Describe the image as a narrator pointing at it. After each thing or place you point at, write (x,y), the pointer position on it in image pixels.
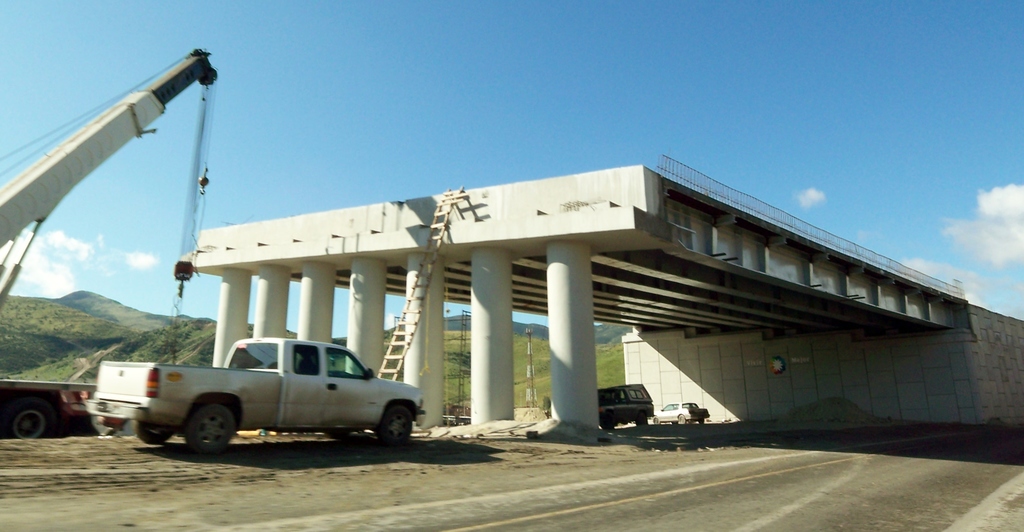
This picture is clicked outside. On the left corner (108,143) there is an object (181,72). In the center (344,348) we can see the vehicles (665,408) seems to be parked on the ground (515,444) and there is a building (941,313) and we can see the pillars (475,310) and a stairway (446,226). In the background (432,99) there is a sky (367,144), hills (113,307) and the green grass (133,342).
